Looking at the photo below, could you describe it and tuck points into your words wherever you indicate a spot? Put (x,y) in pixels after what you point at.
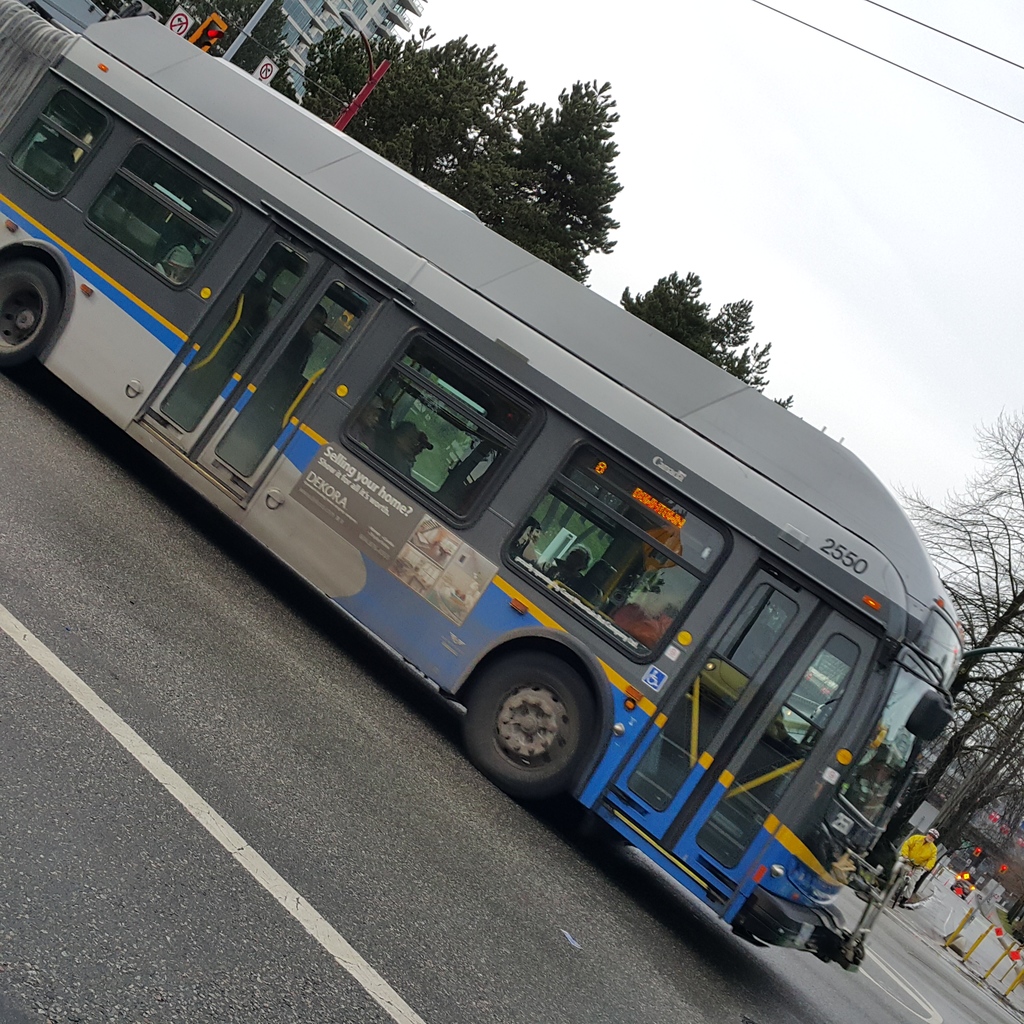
At the bottom of the image (217,918) there is a road (317,688). On the road (157,483) there is a bus (215,403) with doors (265,388), glass windows (441,430) and posters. Behind the bus (386,375) there are trees (920,790), poles (352,104) with sign boards (176,21). At the top of the image (800,74) there is a sky (904,90) and also there are wires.
